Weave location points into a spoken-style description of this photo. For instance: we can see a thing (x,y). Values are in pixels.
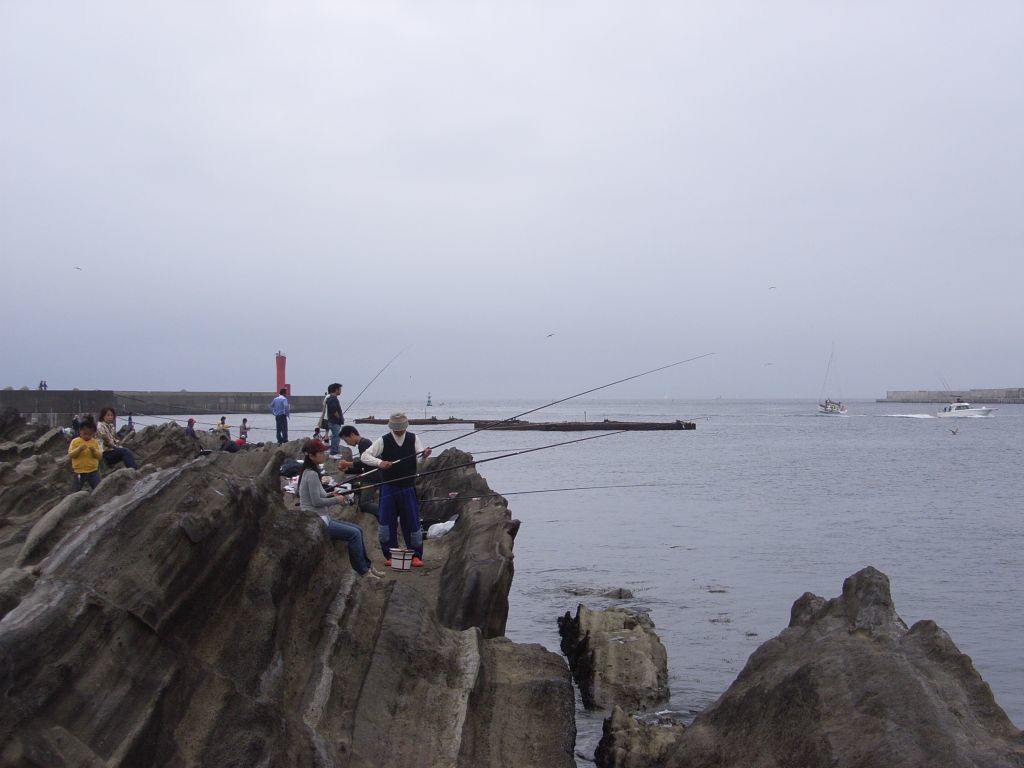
In this image there is the sky (546,187) truncated towards the top of the image (407,154), there is a sea (768,481) truncated towards the right of the image (889,433), there is a boat (944,409) on the sea (808,452), there are rocks (123,585) truncated towards the bottom of the image (634,695), there are rocks (64,573) truncated towards the left of the image (65,514), there is a wall (212,398) truncated towards the left of the image (19,404), there are persons (245,423) on the rock (338,553), there are objects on the rock (335,475), there are persons (318,485) holding an object (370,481).
